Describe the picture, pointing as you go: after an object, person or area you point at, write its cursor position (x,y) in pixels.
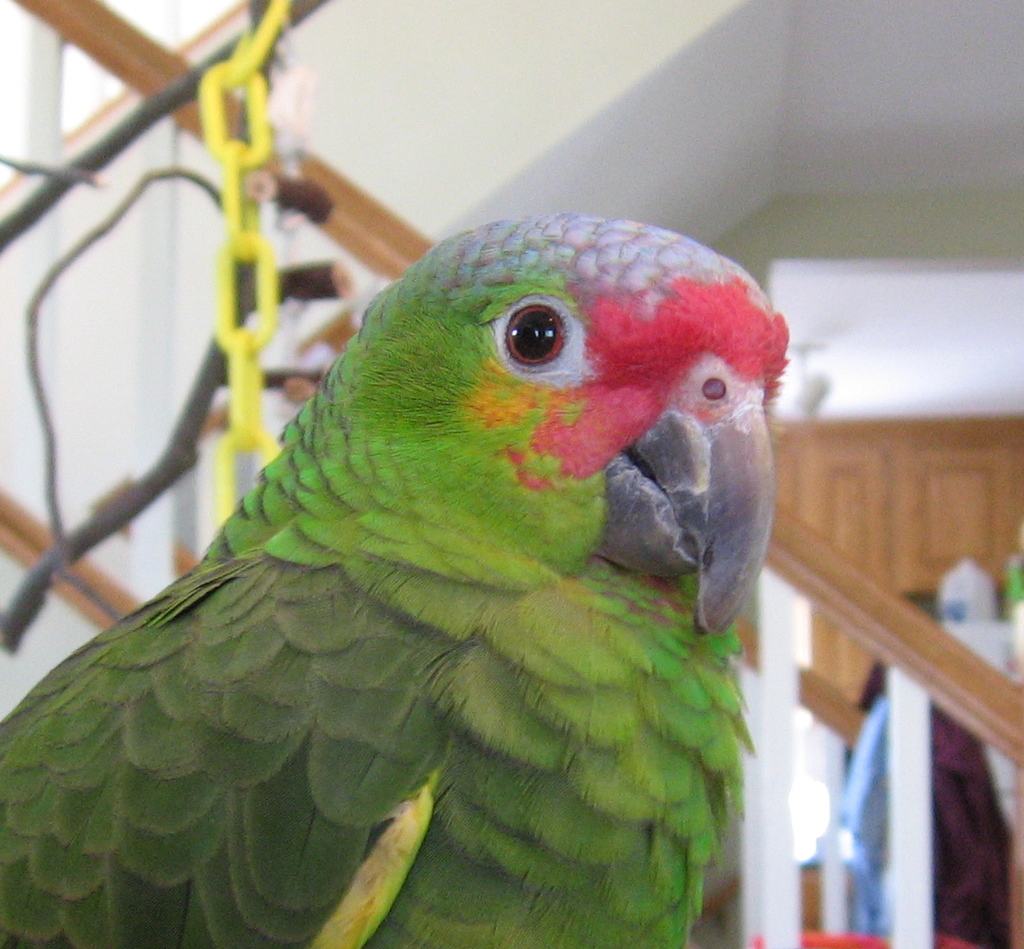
In the image there is a green parrot (451,546) in the front (645,709) and behind there is staircase (777,692) and over the background (884,514) there is cupboard (890,478) on the wall (902,372).
